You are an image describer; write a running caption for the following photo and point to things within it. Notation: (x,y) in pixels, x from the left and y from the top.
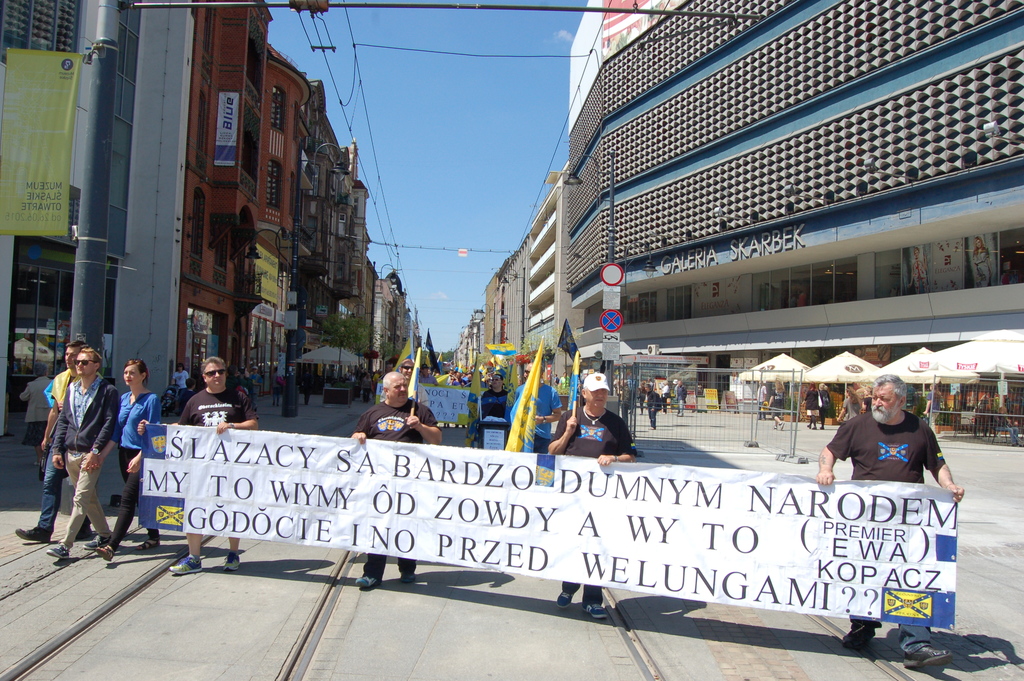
In this picture we can see a group of men (916,432) standing in the front (140,501) and holding the banner (646,536) on which something is written. Behind we can see yellow flags (476,379) and buildings (366,307) on both sides. On the top (477,84) there is a clear blue sky (460,73).
